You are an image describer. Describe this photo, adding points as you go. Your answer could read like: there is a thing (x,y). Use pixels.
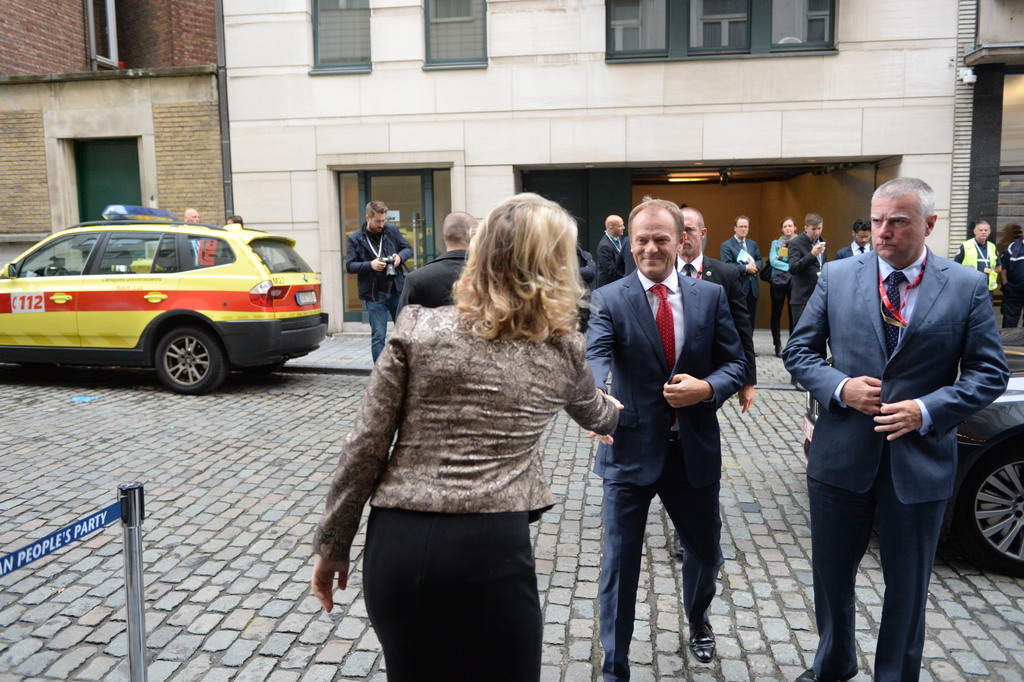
In this image I can see number of persons (646,362) are standing on the ground (34,672). I can see two vehicles (961,499), a pole (132,499) and a building (433,94) in the background (389,79). I can see few windows (719,32) of the building (744,50).
